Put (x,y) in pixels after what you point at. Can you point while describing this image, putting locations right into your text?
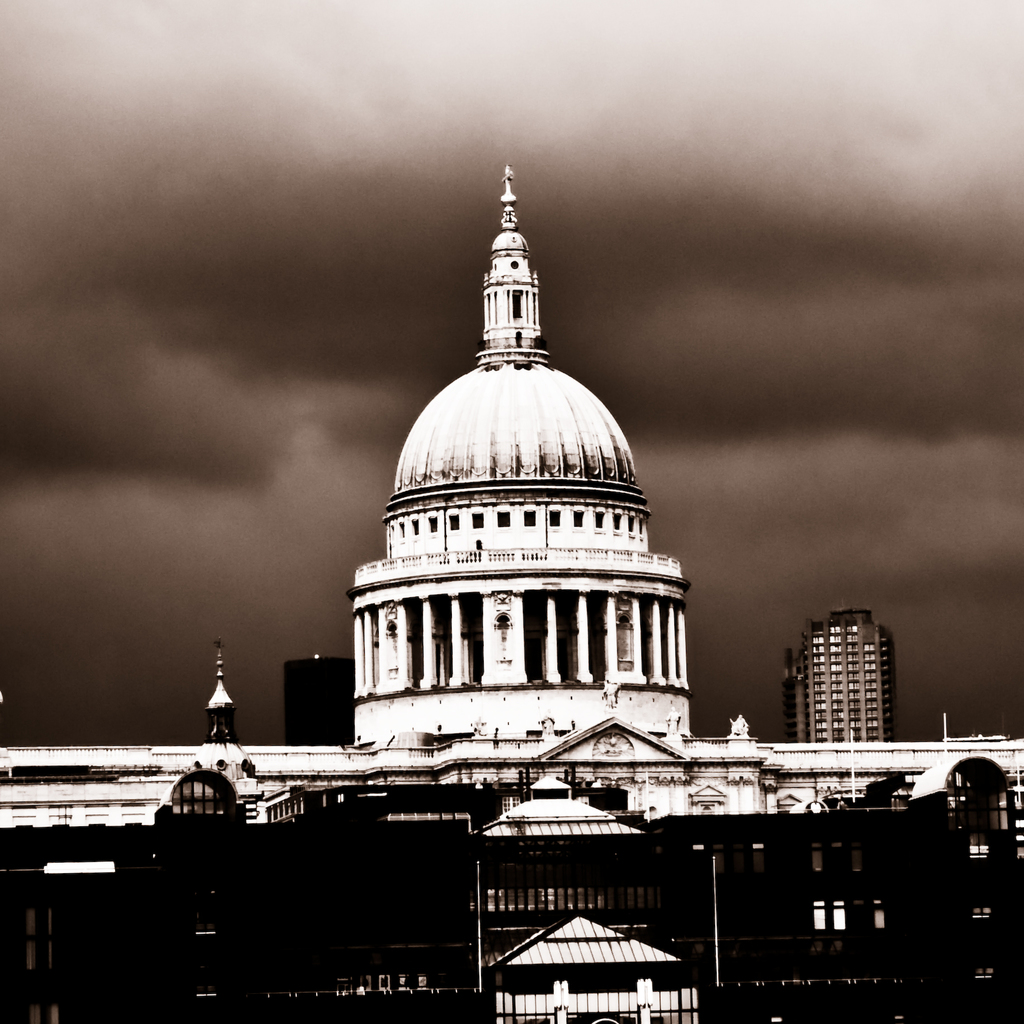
In this picture we can see buildings (192,770). In the background of the image (588,135) we can see the sky (726,345) with clouds (726,345).
